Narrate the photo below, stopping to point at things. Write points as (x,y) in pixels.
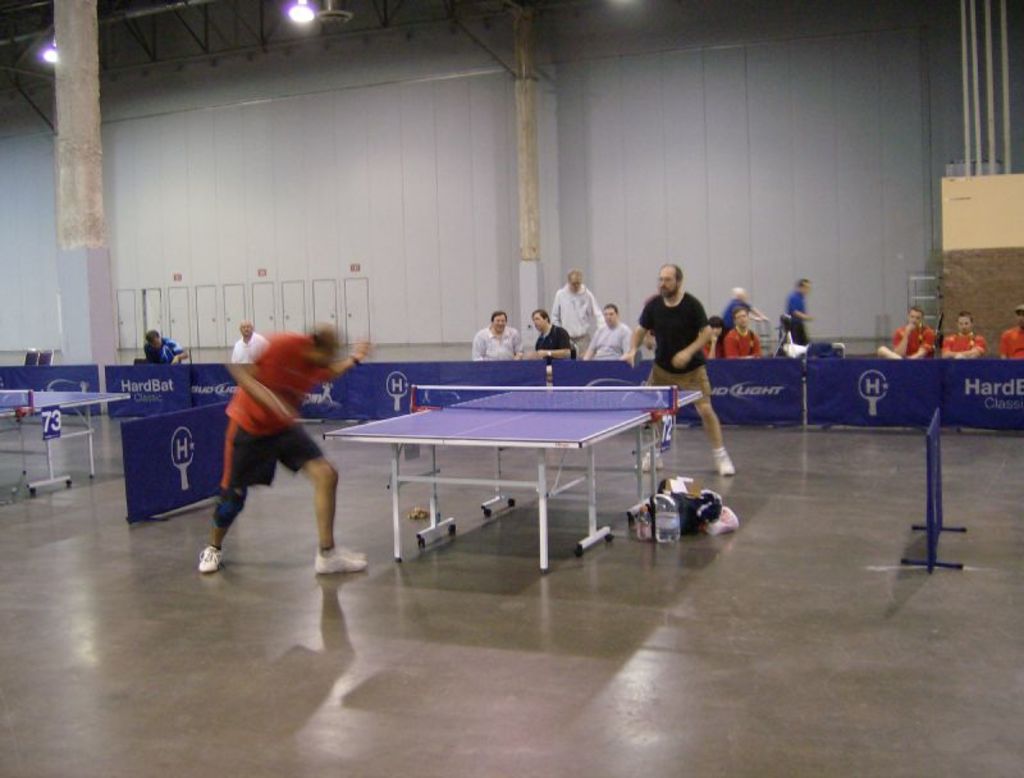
In this image we can see two men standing beside the table tennis board (546,528) holding the rackets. We can also see some objects (656,533), a table tennis board (53,475) and a stand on the floor (56,447). On the backside (602,193) we can see a group of people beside the fence (740,403), some pillars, doors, wall (614,176), some poles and a roof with some ceiling lights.
